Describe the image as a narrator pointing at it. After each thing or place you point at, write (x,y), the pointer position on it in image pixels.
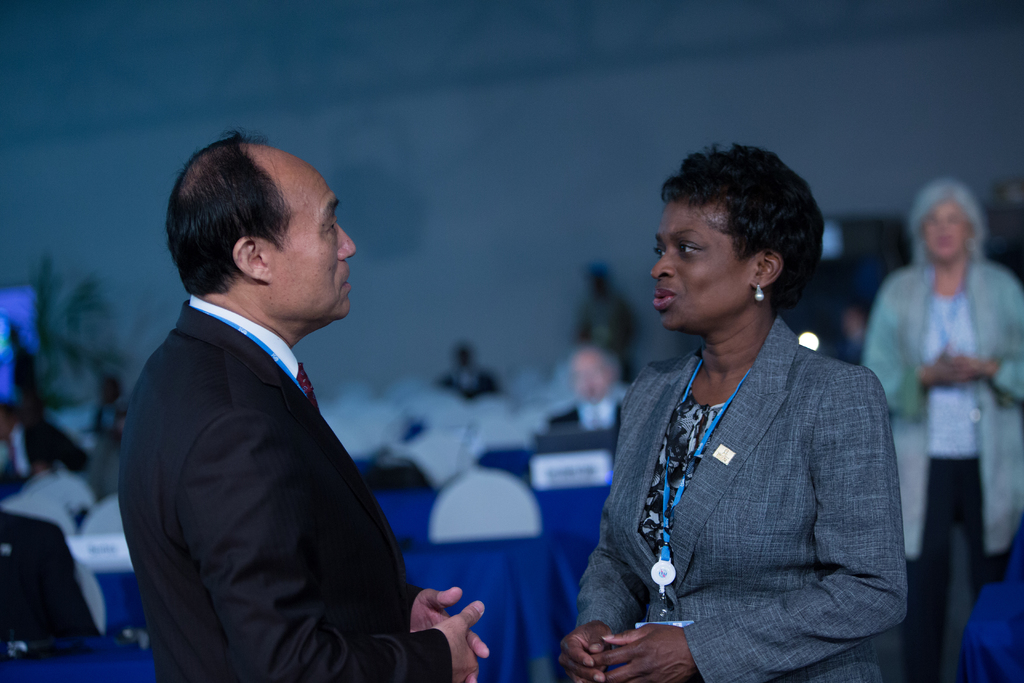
In this image I can see there are two persons (762,346) talking to each other in the foreground (303,293), in the background (544,307) there are some chairs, persons (588,407) and the wall (417,147) visible.
